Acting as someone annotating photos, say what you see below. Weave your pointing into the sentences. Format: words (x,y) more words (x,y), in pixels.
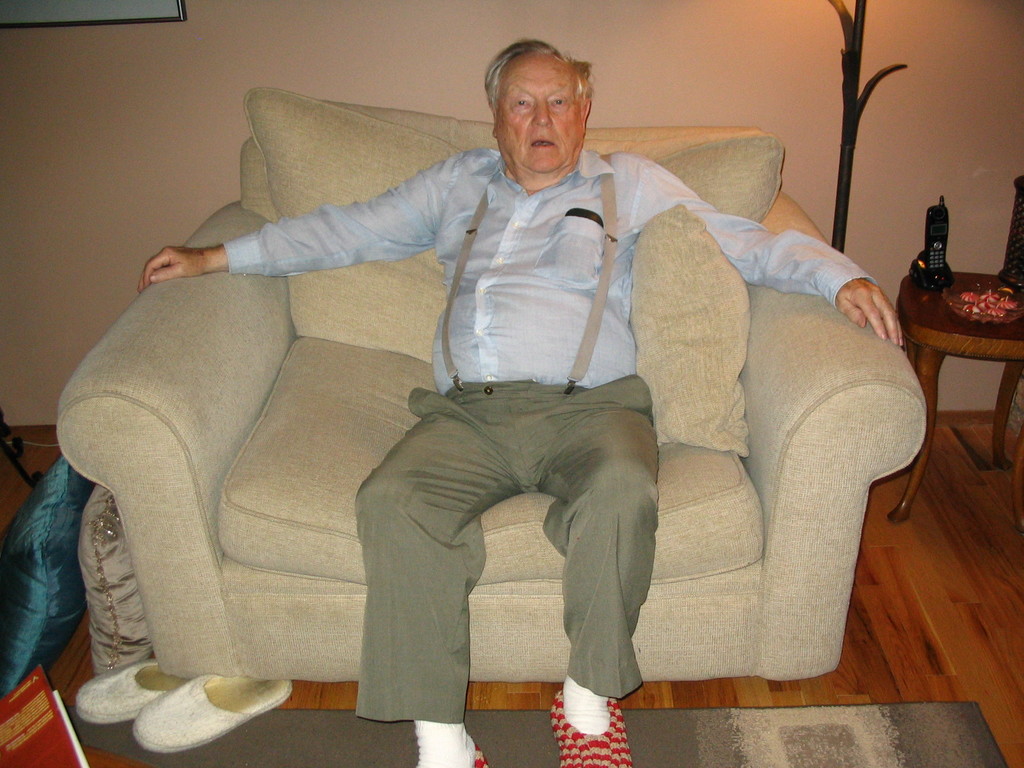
In this image there is a old man (453,703) sitting in a sofa (769,544). The sofa (664,593) is in cream color. He is wearing a blue shirt (512,293). In the background (104,126), there is wall (235,71) in pink color. To the right (926,319), there is a stool (948,321) on which a cell phone (919,259) is kept. At the bottom (867,735) there is a floor mat (781,724) on the floor (776,700).
